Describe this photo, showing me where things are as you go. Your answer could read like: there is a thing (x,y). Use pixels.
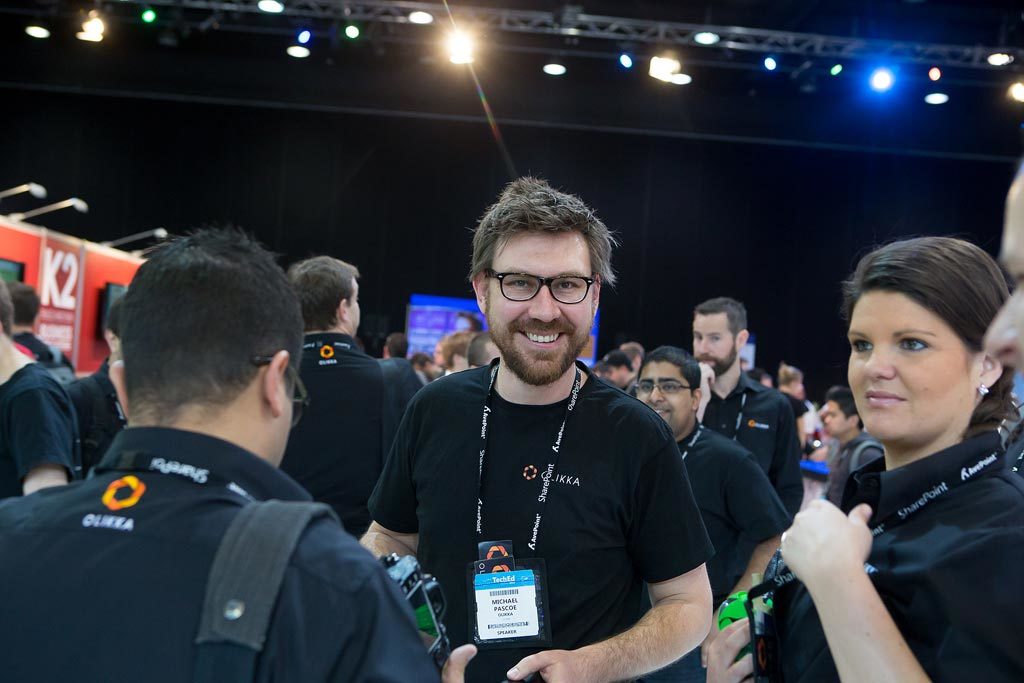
In this image there are people (438,374) standing, at the top (933,70) there are lights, on the left side (49,311) there is a board (88,254) on that board (64,295) there is some text (60,295).
